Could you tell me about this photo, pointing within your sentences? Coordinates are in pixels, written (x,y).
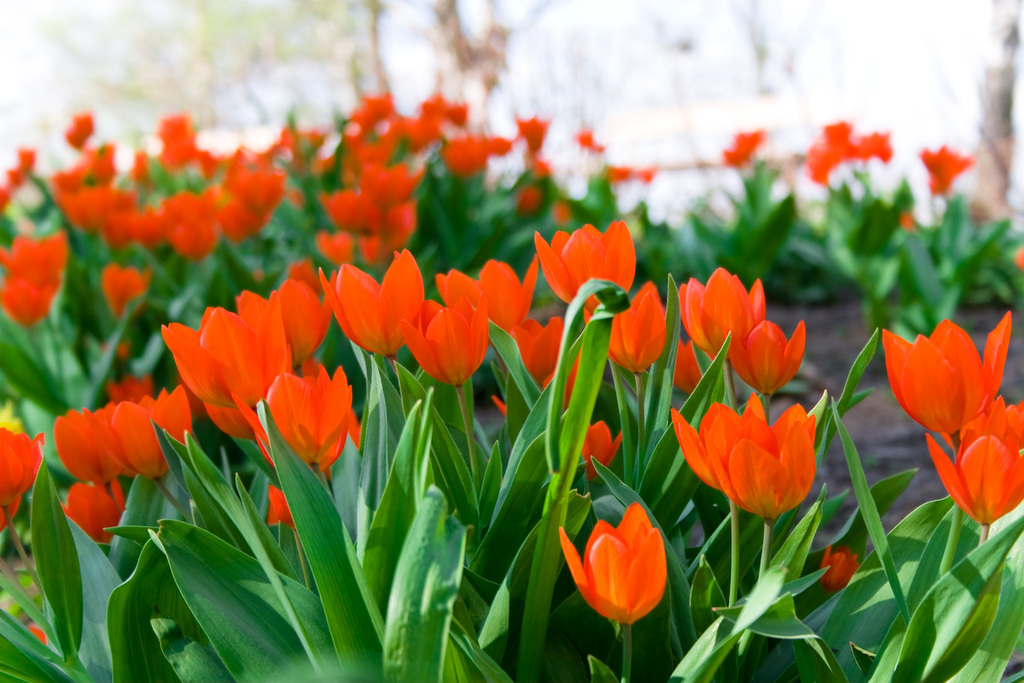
In this image I can see a tulip flower garden (710,299) with green leaves (605,490).
